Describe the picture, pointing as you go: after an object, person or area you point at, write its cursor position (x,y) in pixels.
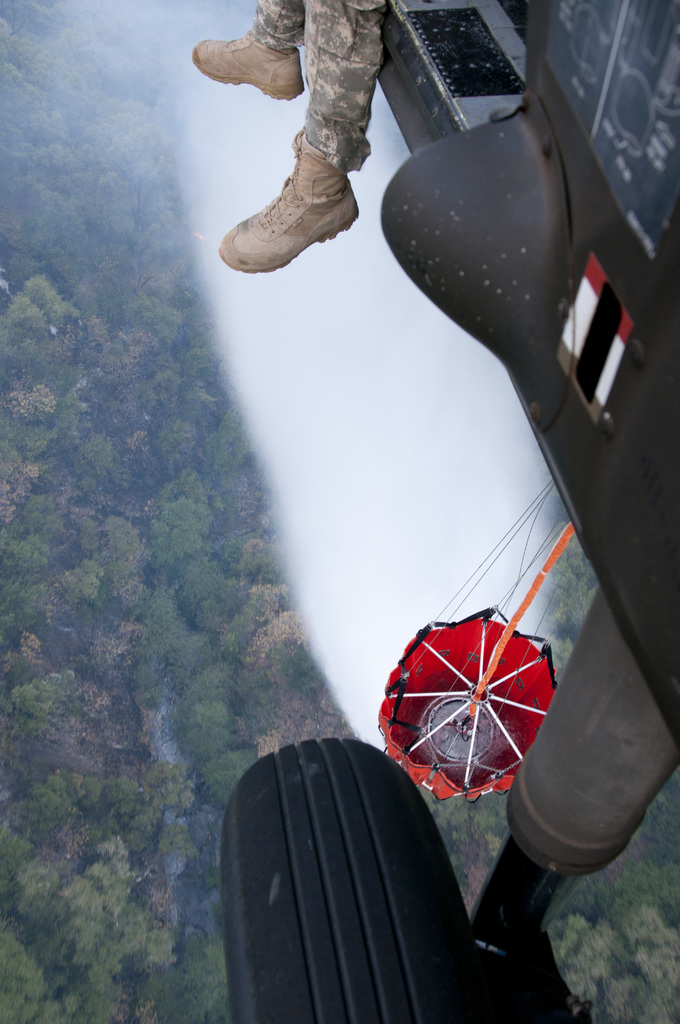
At the top of the image (339,167) we can see person's legs (326,100) and there is a helicopter (545,93). In the center (453,679) we can see a bucket (505,704). In the background (156,645) there are trees (157,485).
